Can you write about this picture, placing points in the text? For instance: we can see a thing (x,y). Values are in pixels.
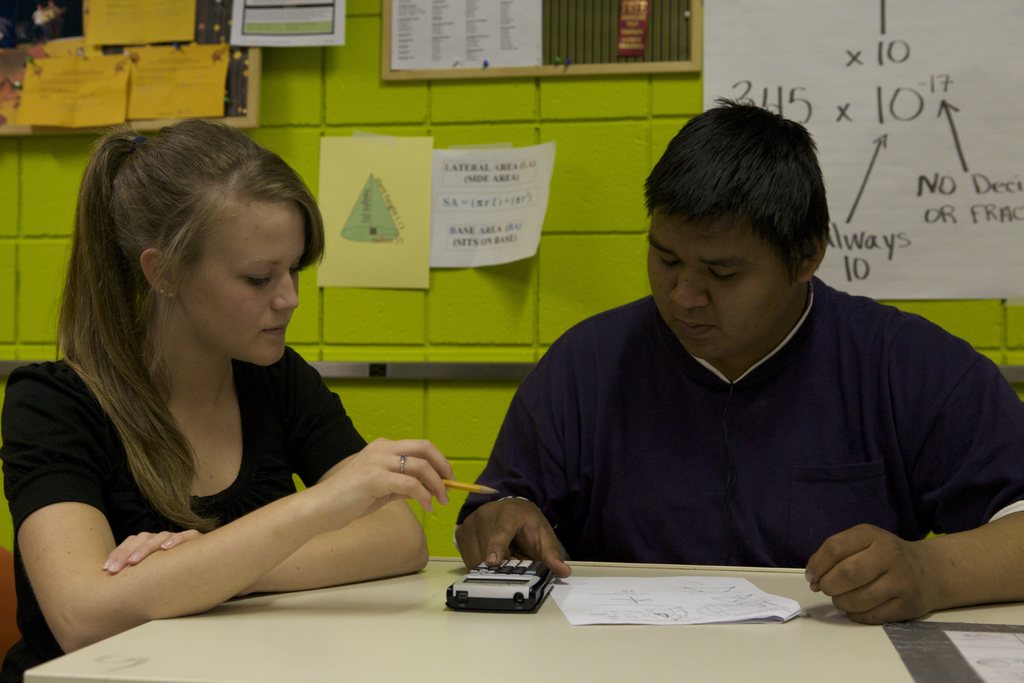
In the picture I can see a man (612,431) on the right side (799,350) is wearing a T-shirt (715,376) and he is operating a calculator (483,576). There is a woman (224,392) on the left side (240,401) and she is holding a pencil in her hand (369,453). I can see the table (501,621) at the bottom of the picture (812,630). In the background (525,191), I can see the cardboards (416,142) on the wall (553,101).
